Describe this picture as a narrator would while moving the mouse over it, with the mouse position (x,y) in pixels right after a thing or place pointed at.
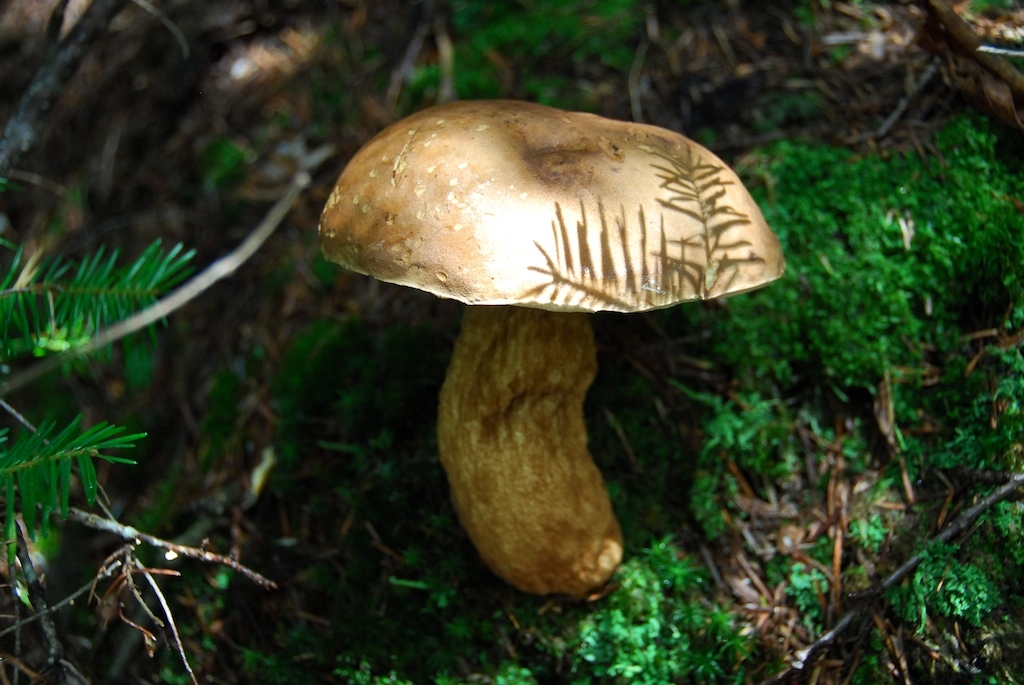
In this image in the center (496,388) there is a mushroom (498,334), and at the bottom (445,474) there is grass (363,415) and plants (57,326).
